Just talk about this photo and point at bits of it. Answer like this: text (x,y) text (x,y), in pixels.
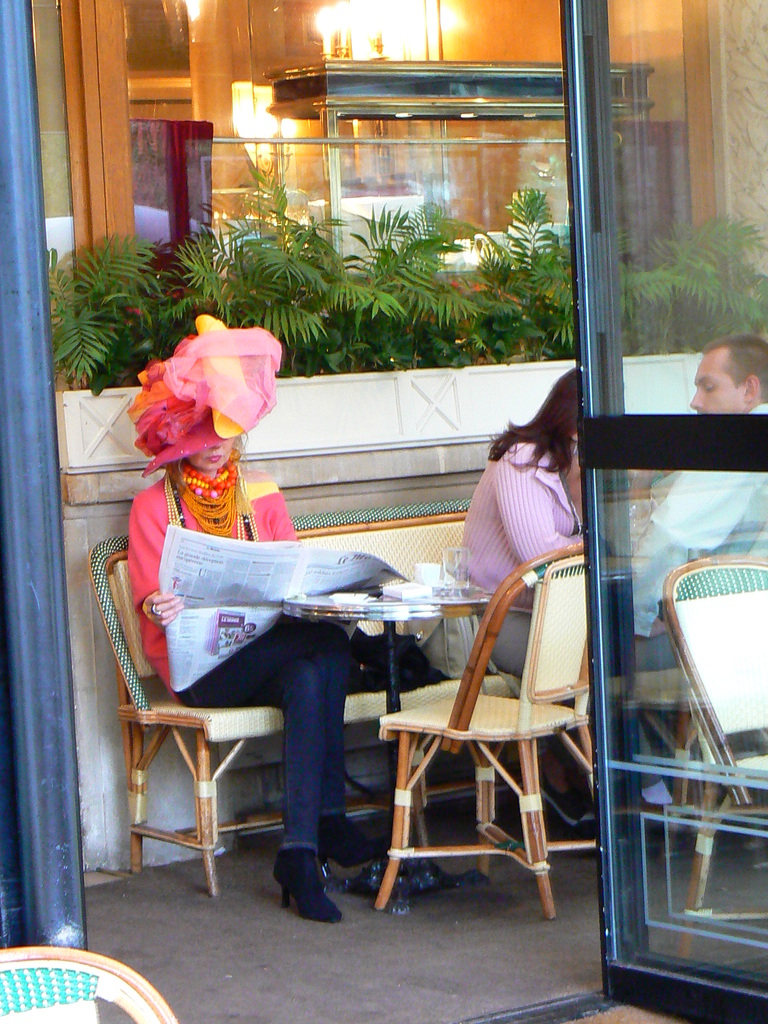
In this picture there is a lady (262,351) who is sitting on the sofa (401,566) at the left side of the image (232,501) and there is a table (303,614) in front of her and the other people (571,805) they are sitting at the right side of the image (609,608), there is a door (575,95) at the right side of the image (606,156) and there are some plants (319,337) around the area of the image, the lady (270,527) is reading the newspaper (235,643).
